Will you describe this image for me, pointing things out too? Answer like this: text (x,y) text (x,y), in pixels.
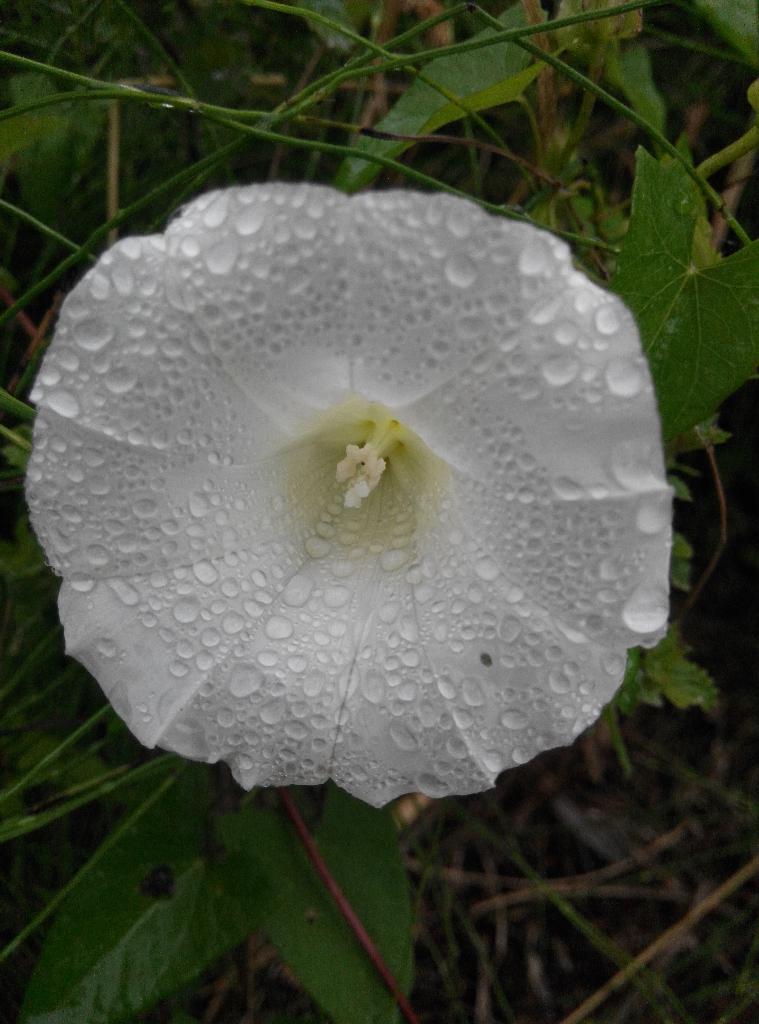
In this image we can see a flower (373,608) which is in white color. In the background (177,98) there are plants (384,919).
